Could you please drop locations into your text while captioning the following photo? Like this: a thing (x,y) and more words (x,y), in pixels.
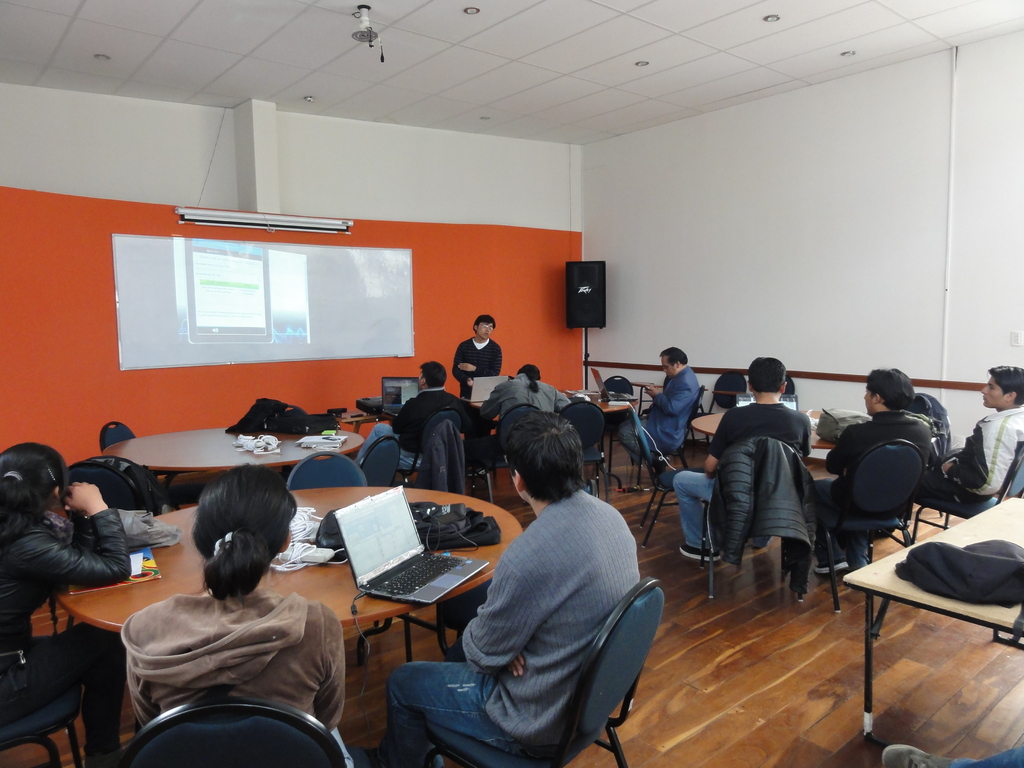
This Image is clicked in a room (732,679) where there are so many tables (328,571) and chairs (142,735). There is a screen (209,262) and light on the top (268,247). That is a speaker (585,316) in the middle (603,283). Most of the people (6,531) are sitting on chairs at tables (450,495). On tables (316,581) where there are bag (439,528), laptop (370,545), books (148,578).
